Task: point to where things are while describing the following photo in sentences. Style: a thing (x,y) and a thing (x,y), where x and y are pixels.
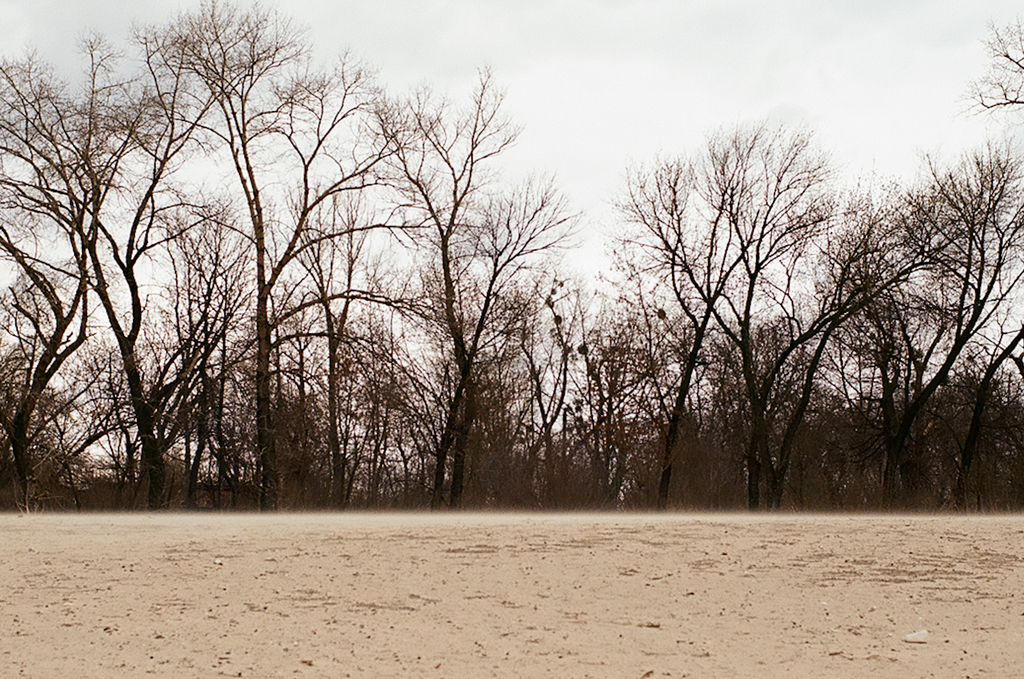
In this image I can see few dry trees (492,418) and the sand (790,535). The sky (577,106) is in white color.
